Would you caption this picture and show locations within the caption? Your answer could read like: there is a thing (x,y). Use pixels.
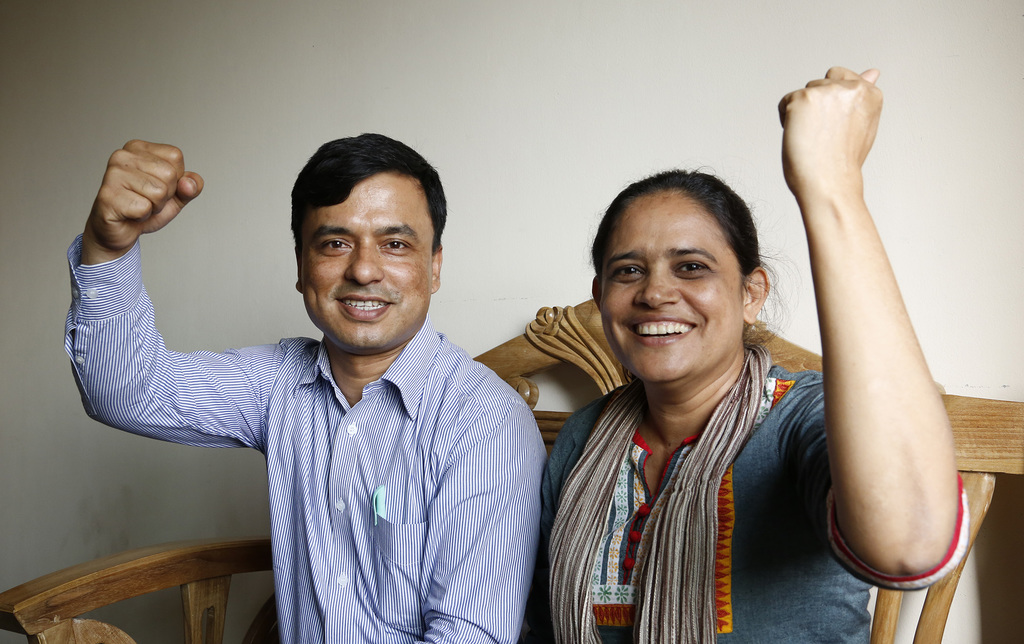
In this picture we can see a man (430,522) and a woman (644,536) and they are smiling and in the background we can see a wooden object (981,517) and the wall (1020,524).
